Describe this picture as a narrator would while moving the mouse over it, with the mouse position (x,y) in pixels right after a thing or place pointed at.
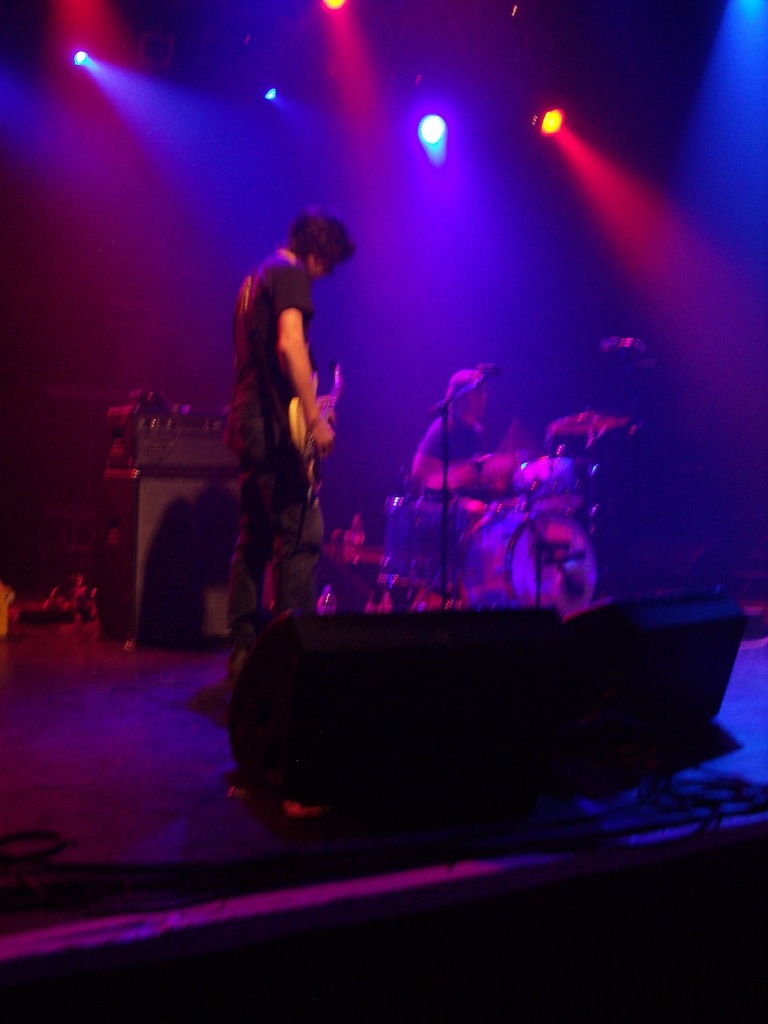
In this picture we can see two men (236,413) playing musical instruments (411,521) such as guitar (290,406), drums (432,517) on stage (141,711) and in the background (158,198) we can see the lights (428,152).
